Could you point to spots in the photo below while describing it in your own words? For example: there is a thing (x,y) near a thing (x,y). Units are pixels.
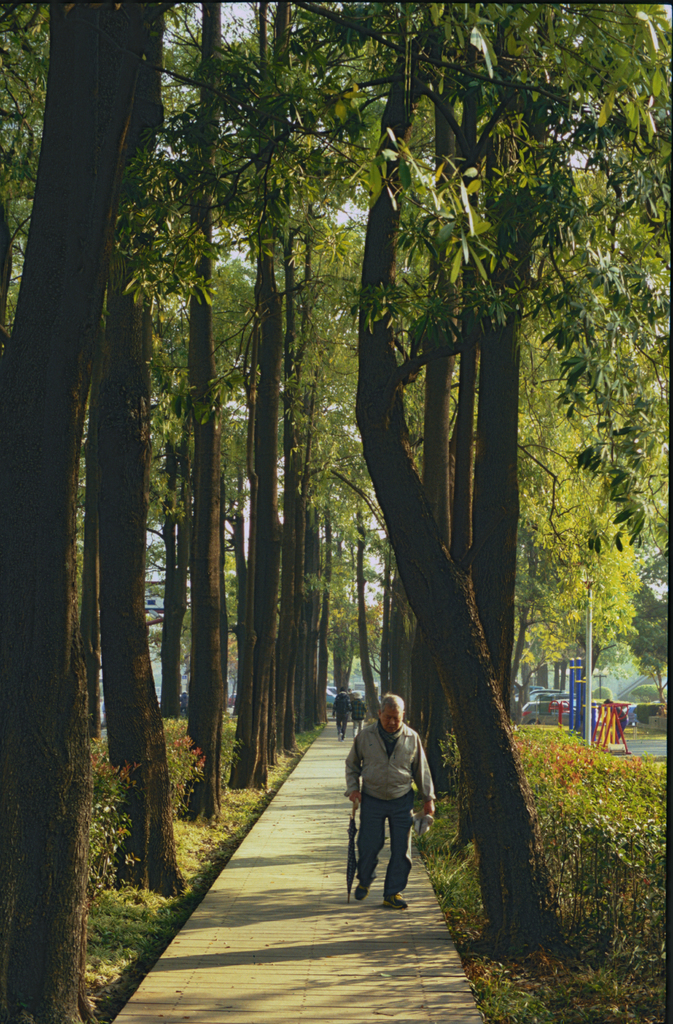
At the bottom of the image (377,809) I can see few people (367,767) are walking on the boardwalk (278,868). On the both sides I can see the plants (545,784) and trees (259,558). In the background (333,698), I can see few vehicles (533,711) and a pole (588,661).
